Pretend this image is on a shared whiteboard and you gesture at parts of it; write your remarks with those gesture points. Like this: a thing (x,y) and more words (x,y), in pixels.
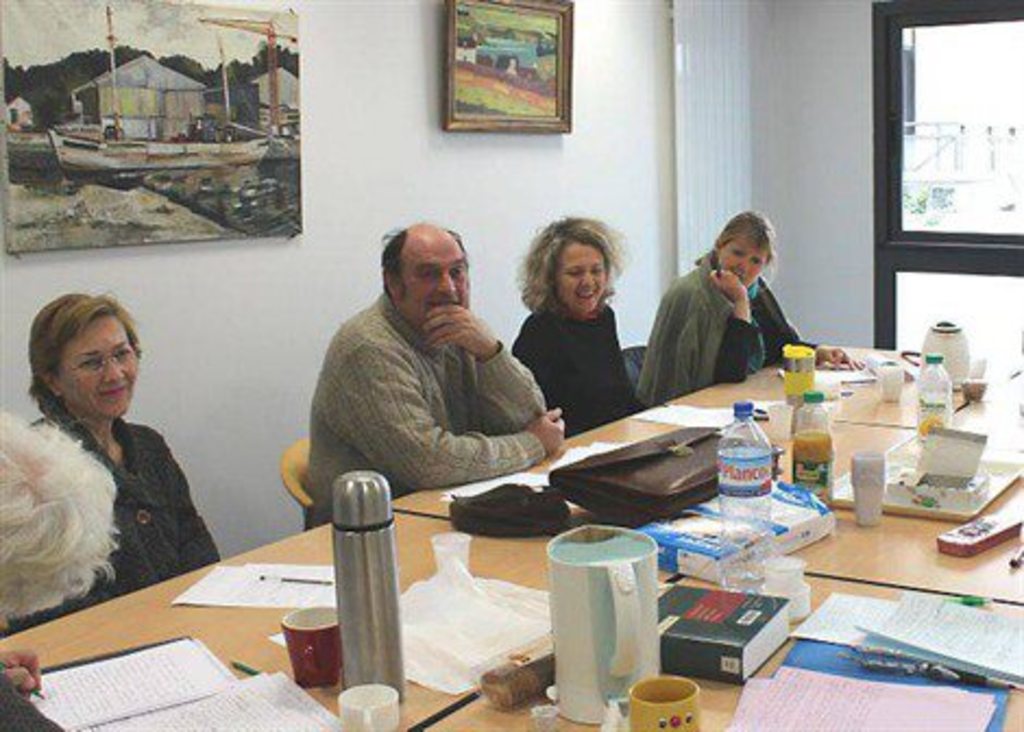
Here in this picture there is a woman (55,310) sitting and smiling, there is a man (515,410) who is sitting in the chair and smiling, a woman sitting in chair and smiling and a woman (679,327) sitting in the chair (642,362) and there is a table (1007,721) in which there are some objects (662,415) like flask (340,595), cup (655,722), napkin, jar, book (732,652), bottle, a tray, some book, some papers (62,714), a pen (324,585), files (790,643) and at the background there is a photo frame (517,100) attached to the wall (339,110) and a painting frame (6,56) attached to the wall (257,256) and at the right side (883,144) there is a door (891,143).
